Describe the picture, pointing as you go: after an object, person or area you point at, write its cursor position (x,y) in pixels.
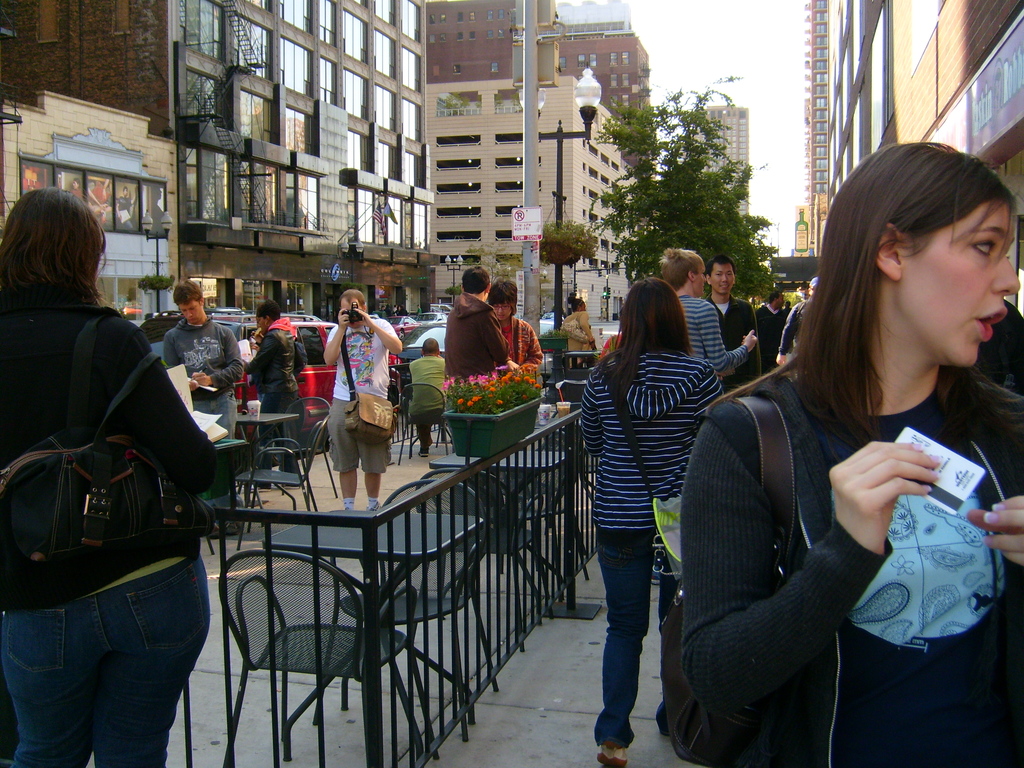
In this image i can see few people (819,371) some are standing and some are sitting on chair (432,387) at the back ground (509,182) i can see a pole (534,174), a building (313,110), a window (349,113), tree (622,142) and sky (741,38).
